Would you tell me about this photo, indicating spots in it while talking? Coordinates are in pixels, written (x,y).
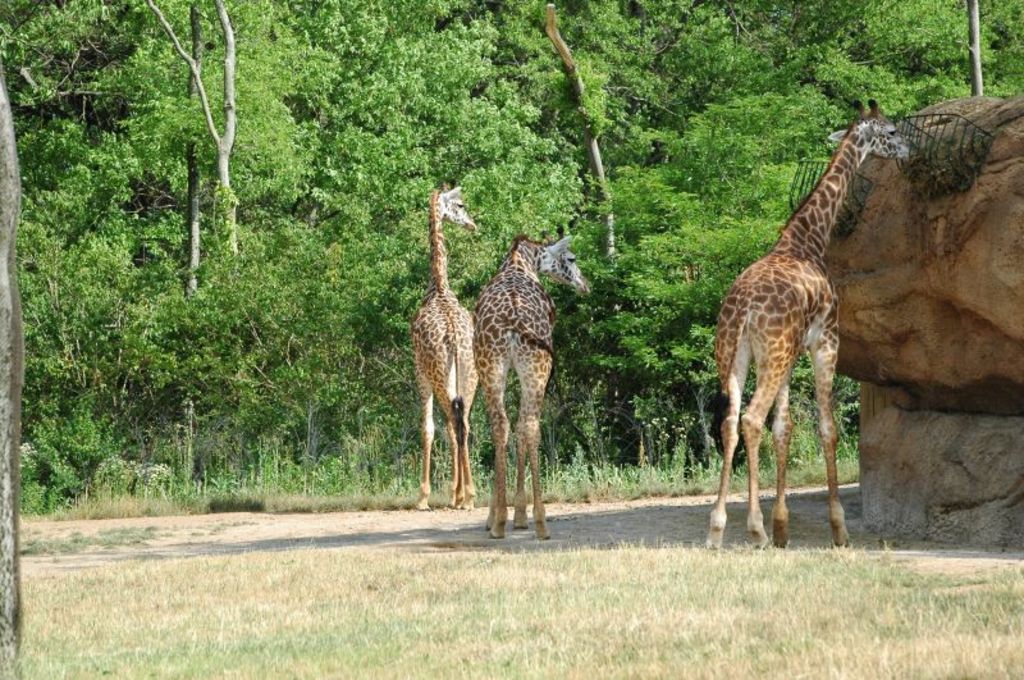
In this image we can see the giraffes (733,417) on the ground (638,627). We can also see some grass (530,565), the metal grills (966,165) on the rocks (1008,265), the bark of a tree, some plants (89,474) and a group of trees (696,299).
